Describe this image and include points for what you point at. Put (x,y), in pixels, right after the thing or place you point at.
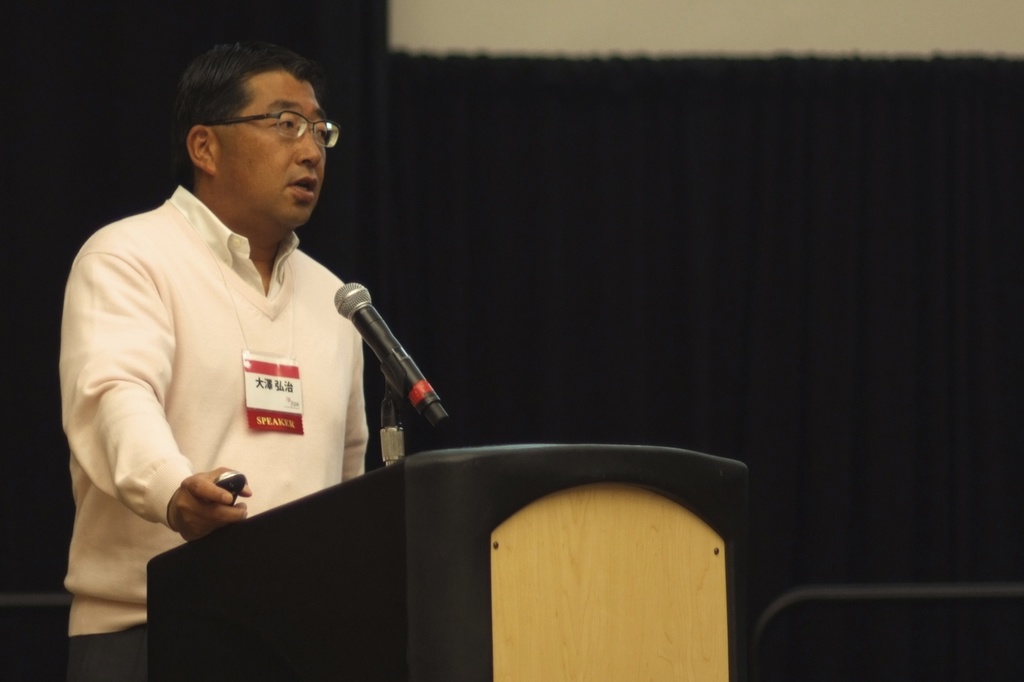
In this picture I can see a man (155,296) standing at a podium (182,550) and speaking with the help of a microphone (351,311) and I can see black color background (916,231) and he wore a ID card (256,371) and man (163,467) holding something in his hand (214,497).
